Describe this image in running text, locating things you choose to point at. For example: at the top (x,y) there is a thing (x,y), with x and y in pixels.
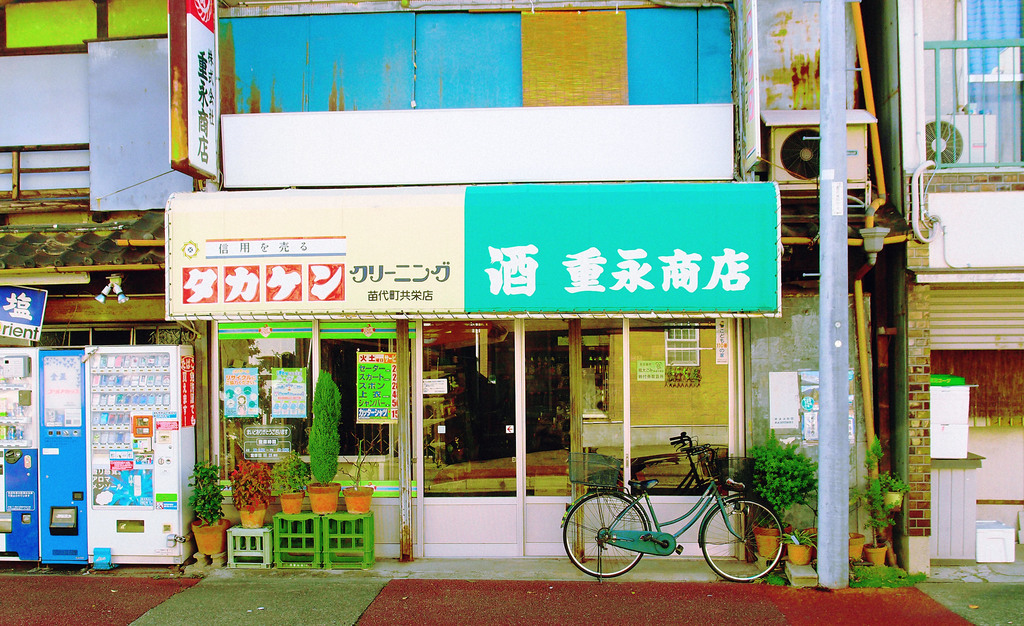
It looks like a store (565,364), there is a cycle (737,495) parked in front of this. In the left side (157,354) there are few machines (179,475).
